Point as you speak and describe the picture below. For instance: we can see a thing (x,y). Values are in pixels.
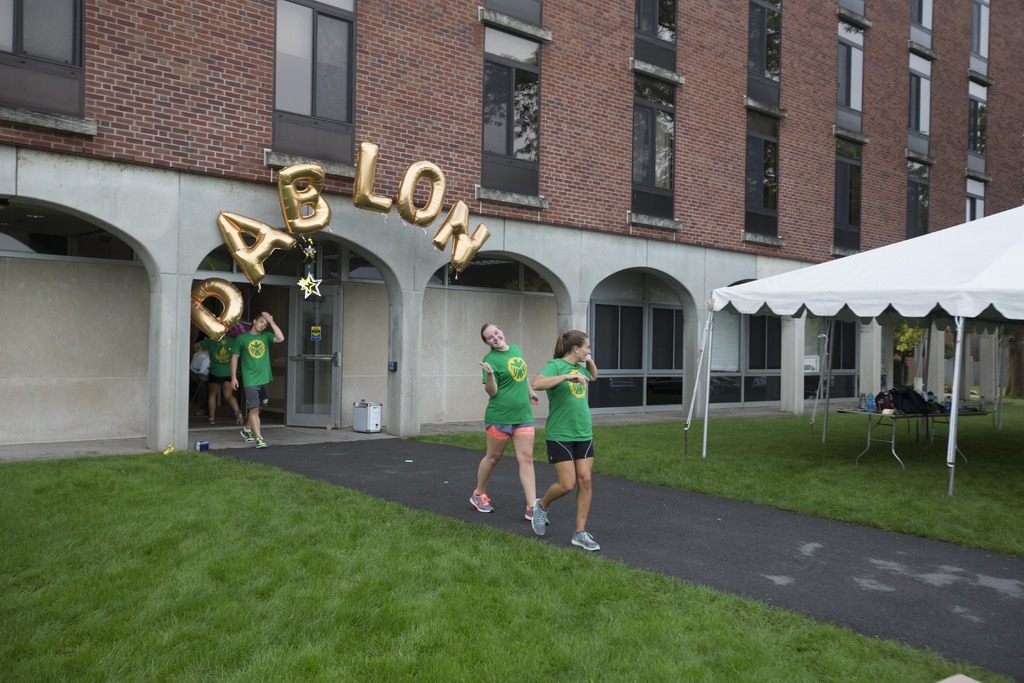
In this image I can see few people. In front (584,452) the person (579,418) is wearing green and black color dress (580,428). In the background (852,277) I can see the tent (846,260), few balloons (206,325) and I can also see the building (554,75) and few glass windows (650,156).
